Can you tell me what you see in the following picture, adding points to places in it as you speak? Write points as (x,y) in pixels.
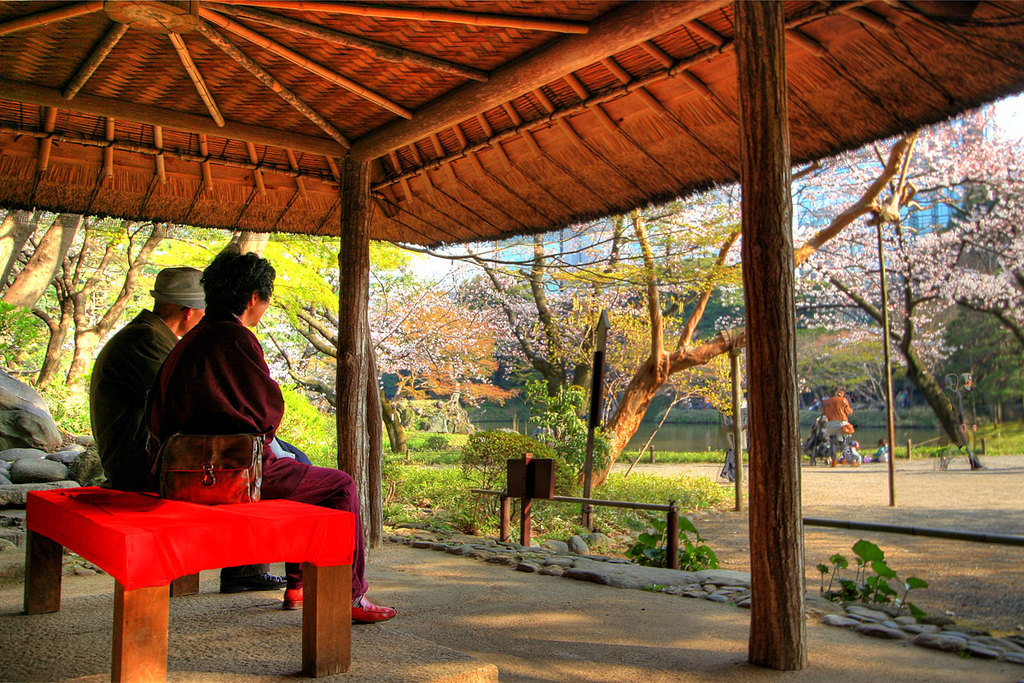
In the picture, there are two people (179,430) sitting on the bench (192,538), far away from them a person (839,424) is standing they are sitting under a hut (215,85), there are lot of trees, bushes (657,554) and grass (655,494) in the background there is a sky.
